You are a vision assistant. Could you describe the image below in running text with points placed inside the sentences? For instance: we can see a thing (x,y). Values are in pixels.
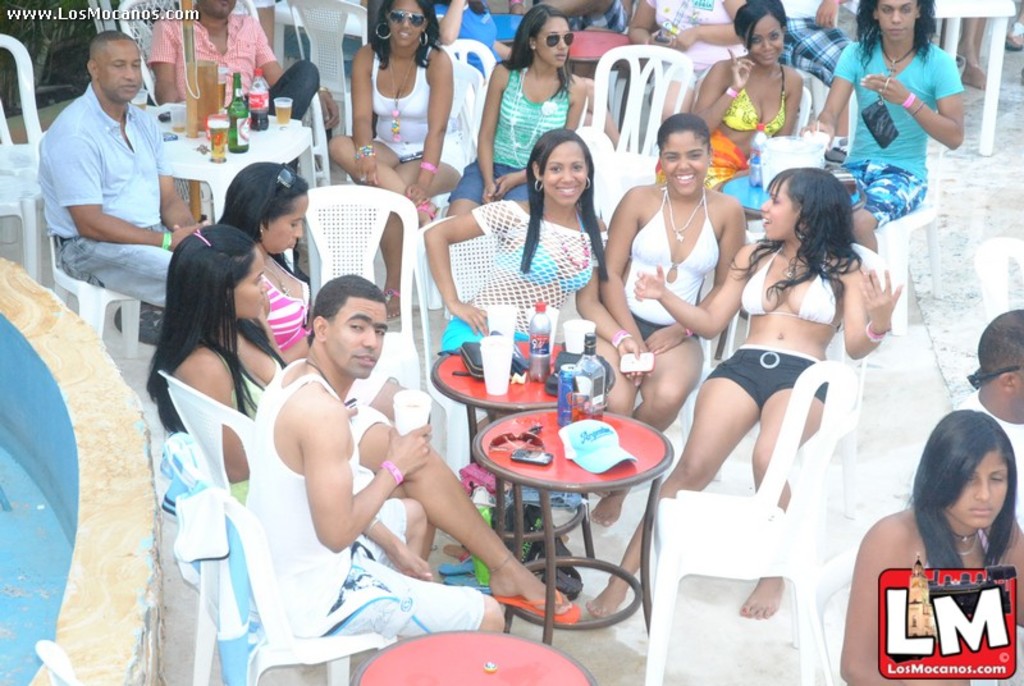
This image is taken outdoors. On the left side of the image (90,556) there is a pool (65,517) and there is an empty chair (7,133). At the right bottom of the image (917,605) there is a watermark (939,604) on the image. A man (1004,348) and a woman (966,516) are sitting on the chairs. In the middle of the image (387,449) many people (289,456) are sitting on the chairs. There are a few empty chairs (340,101). There are a few tables (284,135) with many things (533,438) on them.
